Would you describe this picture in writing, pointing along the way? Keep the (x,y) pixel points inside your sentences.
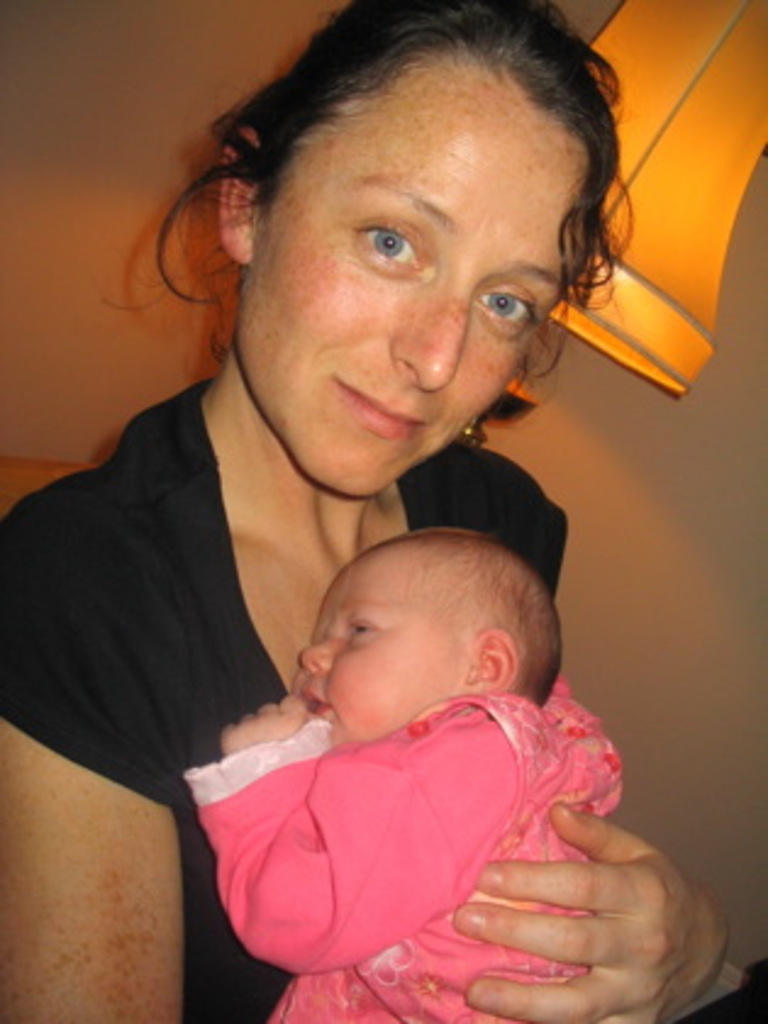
In this picture we can see a woman (199,874) holding a baby (270,914) in her hands (510,928). A lamp (758,74) and a wall (36,242) is visible in the background (81,222).
